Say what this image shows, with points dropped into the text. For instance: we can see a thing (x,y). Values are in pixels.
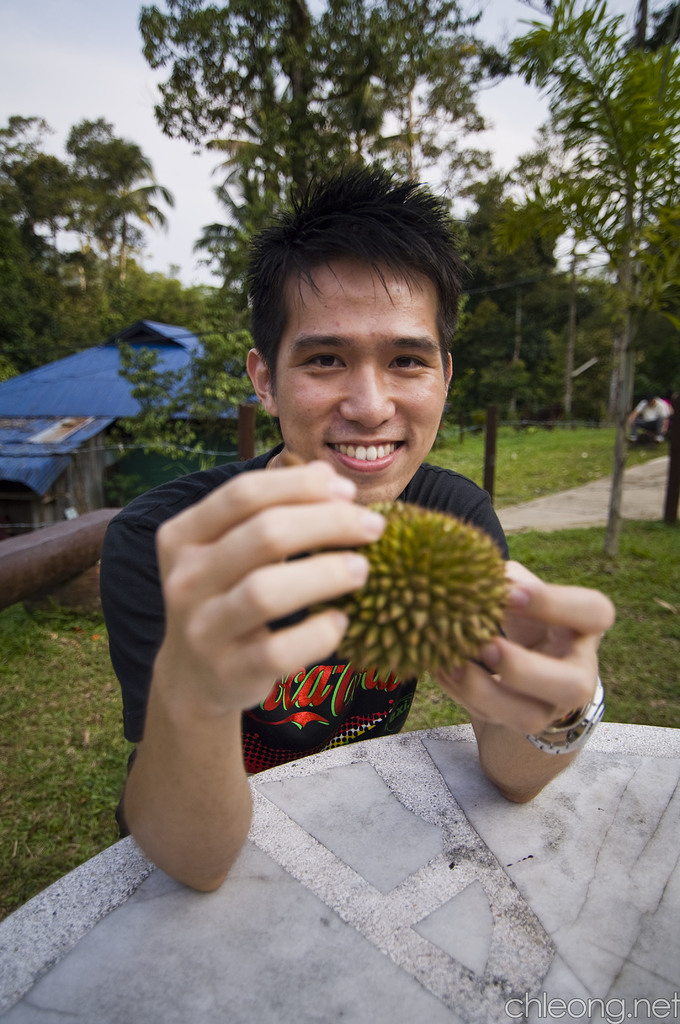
In this picture there is a boy (309,263) in the center of the image (378,565), by holding a fruit (372,588) in his hands (253,555) and there are trees (203,331) and a shed (13,400) in the background area of the image (208,286), there is a table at the bottom side of the image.
